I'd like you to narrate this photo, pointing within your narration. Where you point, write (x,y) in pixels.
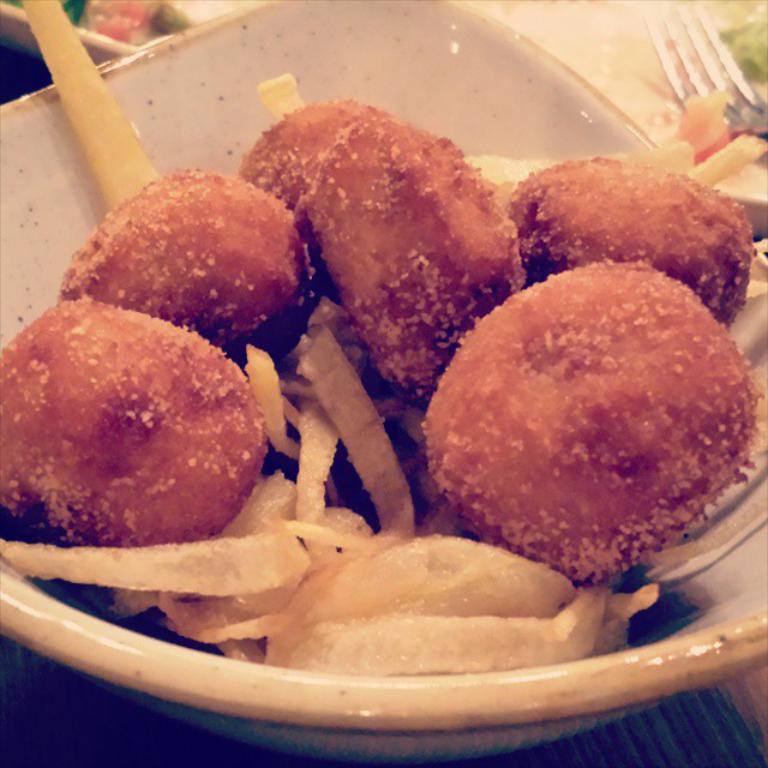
Here I can see a bowl (278,696) which consists of some food items (137,364). This bowl (289,690) is placed on a table (682,726). Along with this bowl (519,122) there is a fork (665,60) and some other bowls (592,51) are placed.
